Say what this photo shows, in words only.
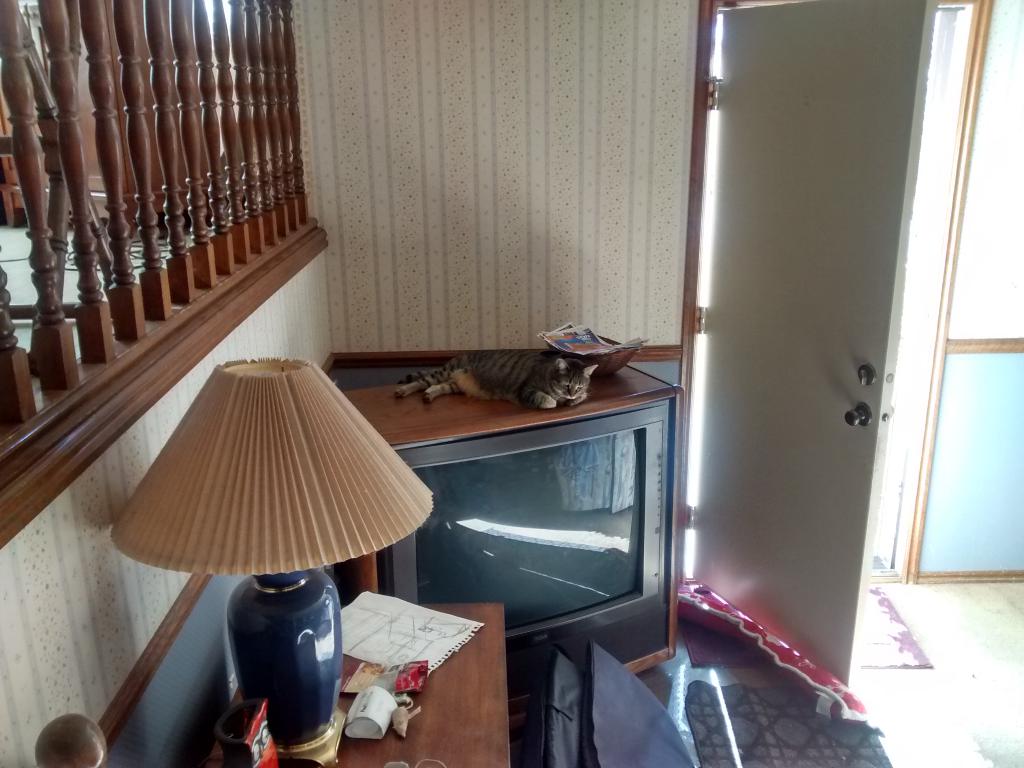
In the picture we can find television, railing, door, lamp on the table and cat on the television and there is a door mat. On the table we can also find some things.
